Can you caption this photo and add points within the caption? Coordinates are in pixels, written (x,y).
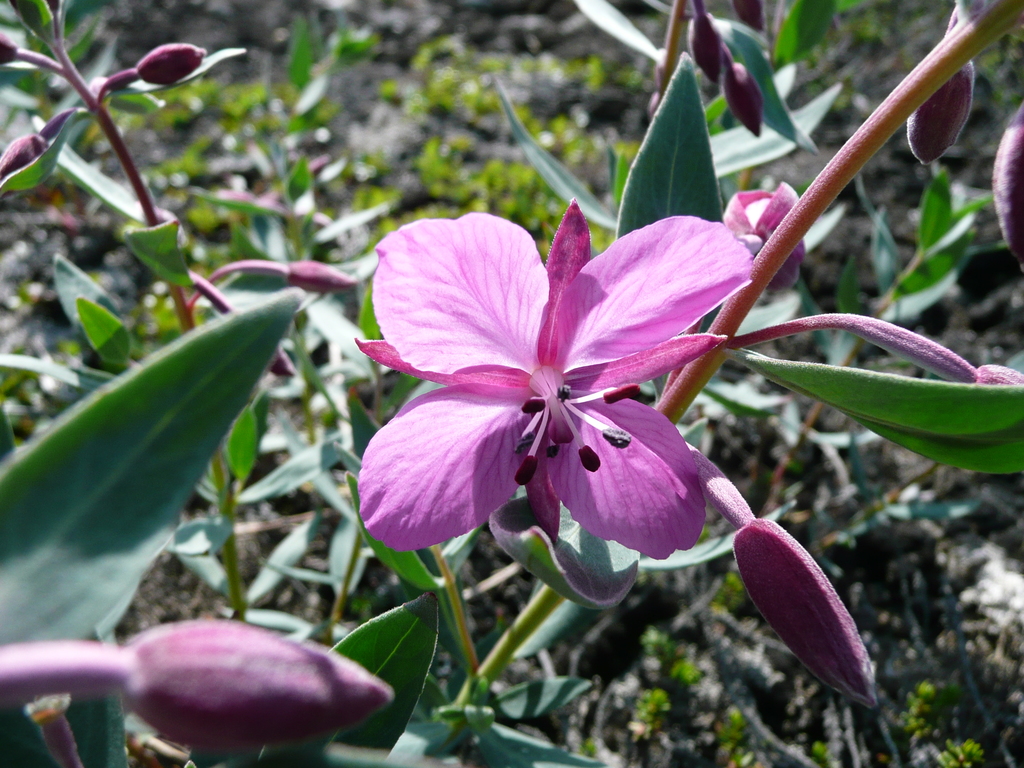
In this image there are plants (962,95). There are leaves (171,221), flowers (452,255) and buds (228,734) to the stems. In the center (386,348) there is a flower (458,289). There are pink petals (438,445) to the flower (592,322). In the center of the flower (545,409) there are pollen grains (567,398).
